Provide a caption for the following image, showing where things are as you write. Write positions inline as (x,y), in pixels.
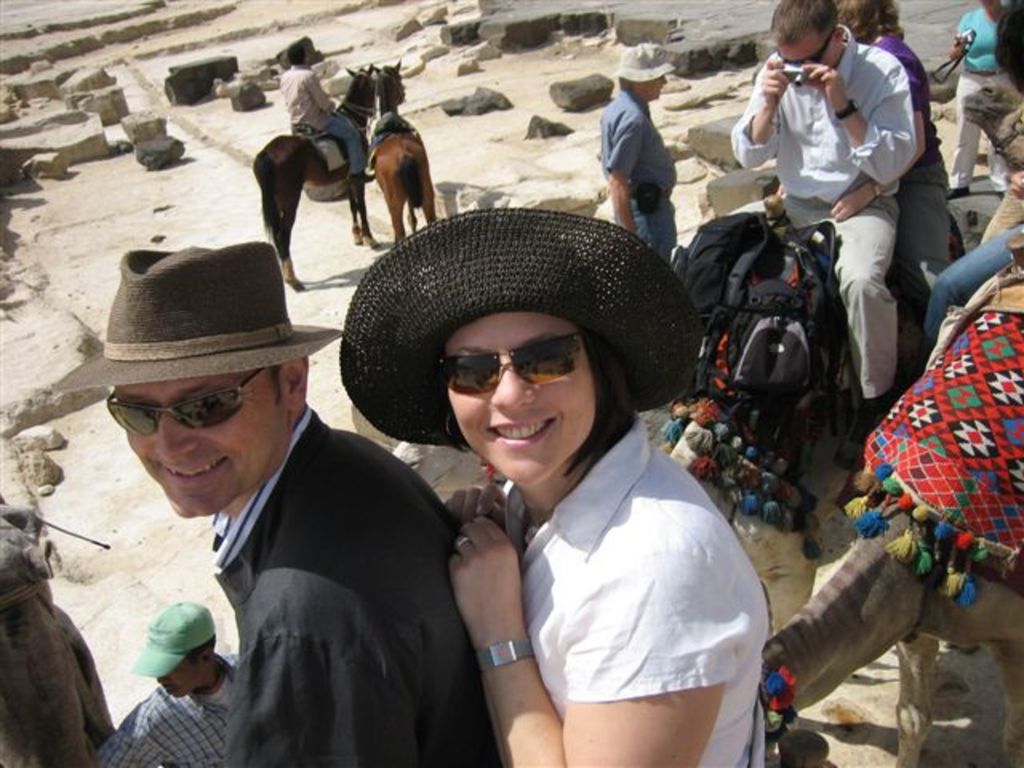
This image consists of so many persons (354,348). There are camels (22,556) in this image. There are persons (292,424) sitting on camels (824,589). There are horses (400,169) at the top (321,180).
